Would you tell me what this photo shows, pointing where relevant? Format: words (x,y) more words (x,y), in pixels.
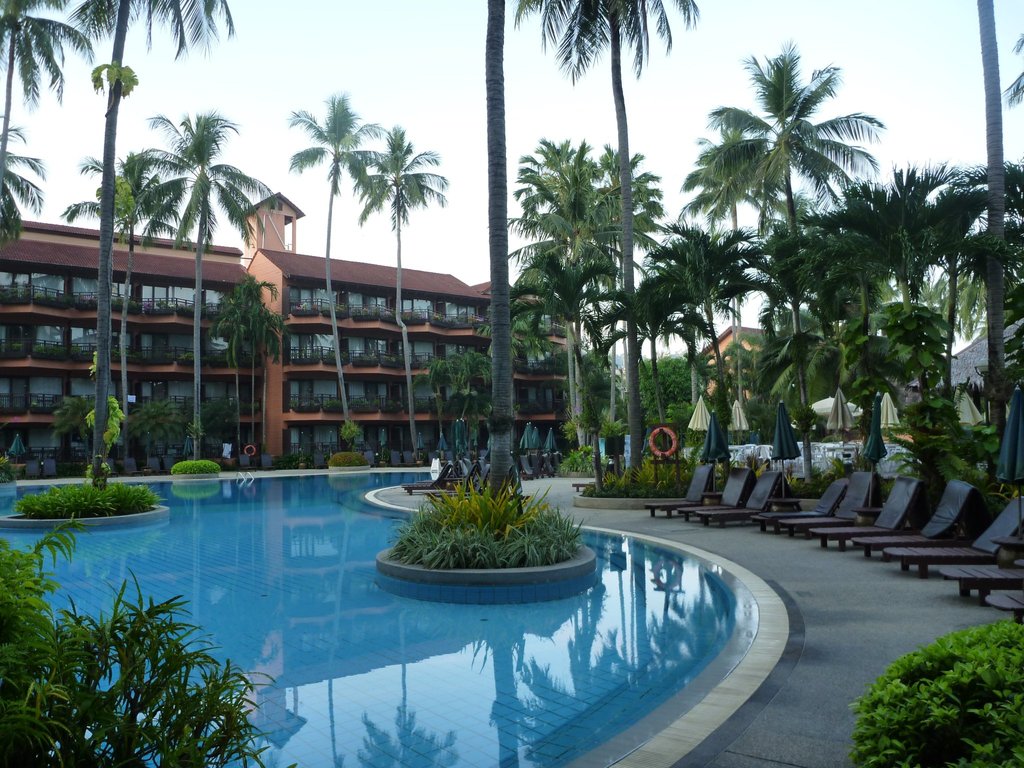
In this image I can see the ground (852,695), few plants (874,696) which are green in color, the water (287,656), few trees (892,388), few chairs (864,529) and few umbrellas (779,443). In the background (293,417) I can see few buildings (159,314) and the sky (538,110).
